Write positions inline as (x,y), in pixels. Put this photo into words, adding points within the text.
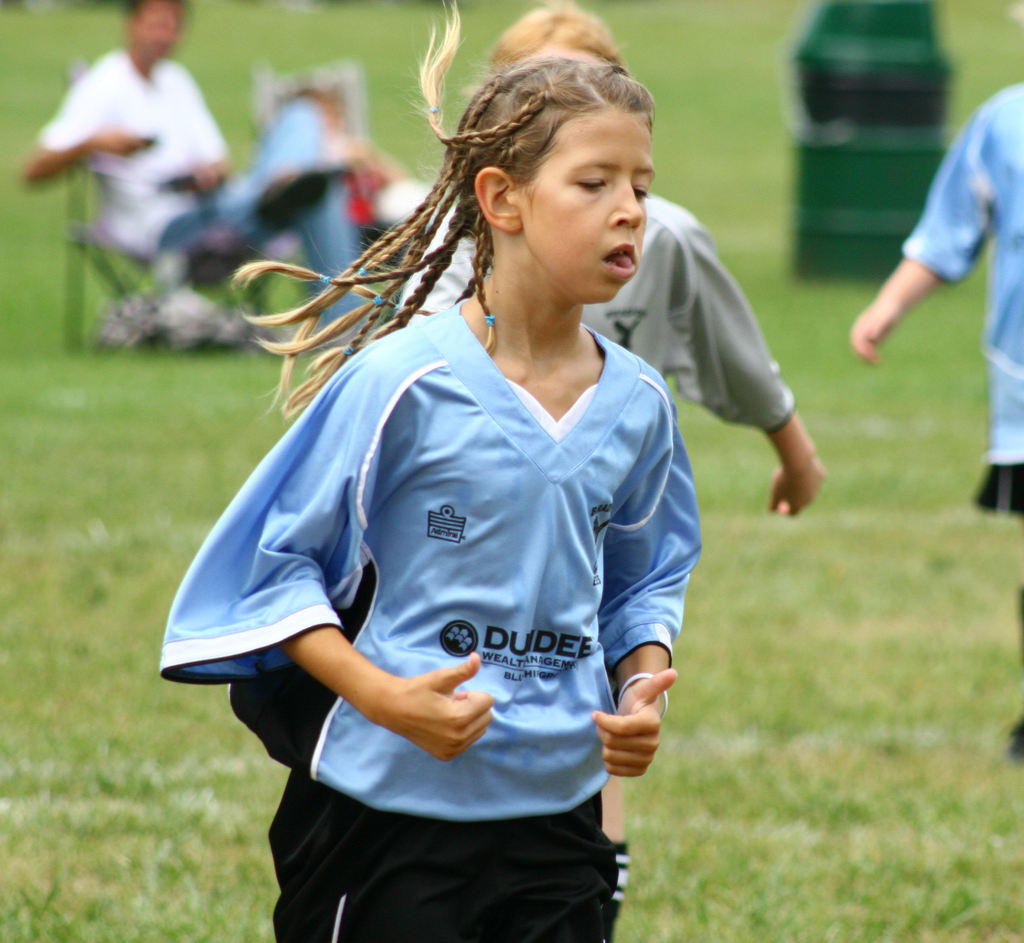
This image consists of a girl (437,701) wearing blue colored jersey (427,667). In the background (780,397), there are few people (789,418). At the bottom (859,699), there is green grass (701,777) on the ground (42,714).
